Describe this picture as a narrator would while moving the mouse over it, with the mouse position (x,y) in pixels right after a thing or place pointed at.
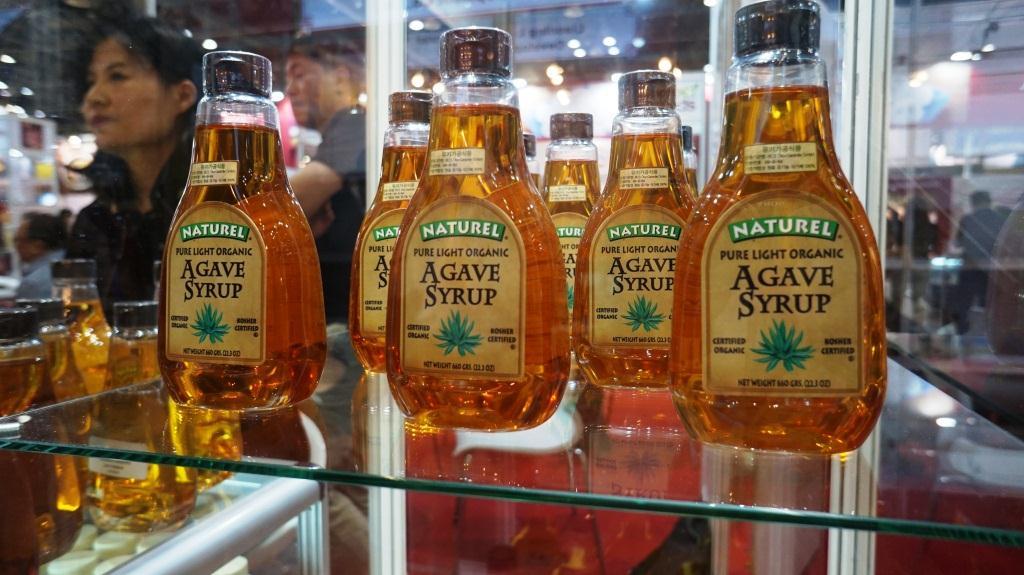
in this picture there are bottles (508,332) present on the shelf (607,399) there is woman (117,179) standing near the bottle (198,123), there was a person (315,99) who is standing a bit away from the woman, on the bottle (583,258) we can see a label (496,278) and text (462,271) on it.
